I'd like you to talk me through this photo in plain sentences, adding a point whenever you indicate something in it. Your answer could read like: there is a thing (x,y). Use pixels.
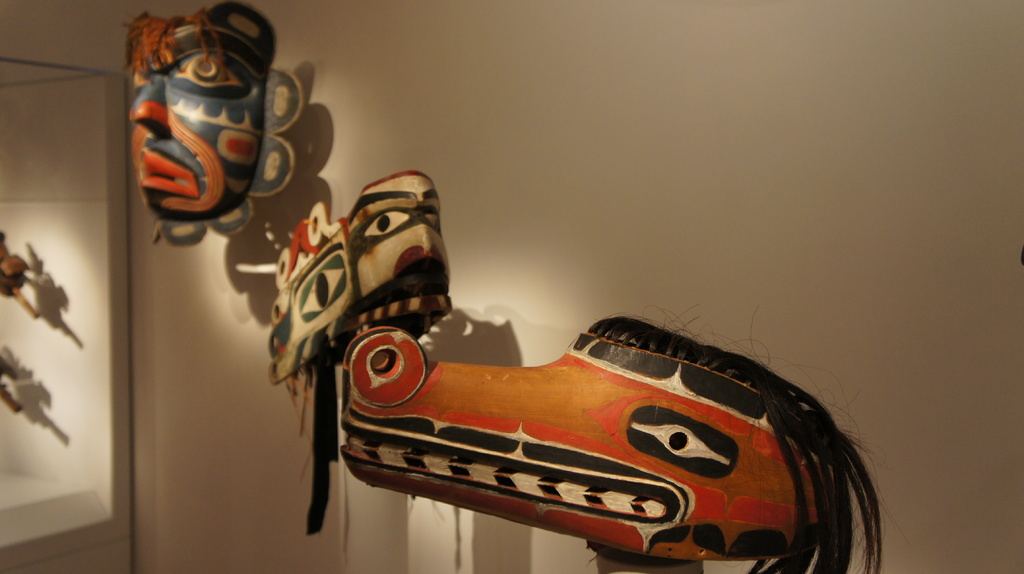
In this image I can see there are different masks (365,409) and things (628,456) made up of wood (512,425) to this wall (537,357).
